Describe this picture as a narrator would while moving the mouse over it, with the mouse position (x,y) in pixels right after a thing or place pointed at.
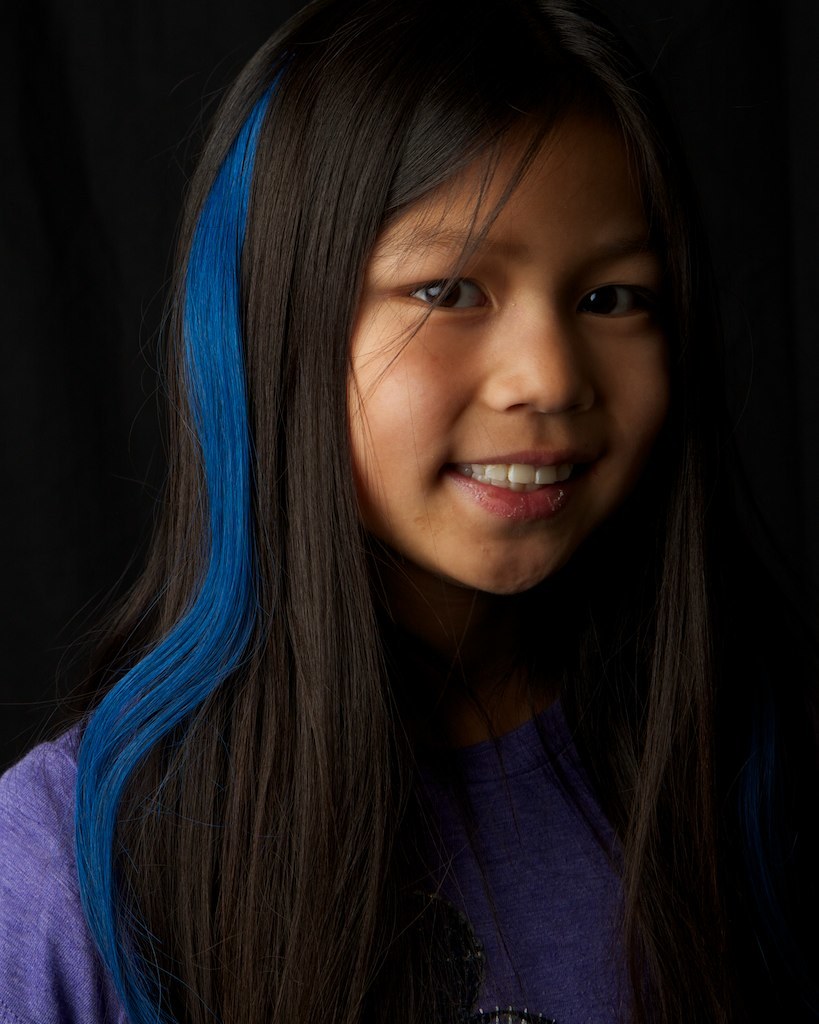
In this image I can see the person (373,607) with purple color dress (450,931). I can see the person (352,493) is smiling and there is a black background (60,466).
